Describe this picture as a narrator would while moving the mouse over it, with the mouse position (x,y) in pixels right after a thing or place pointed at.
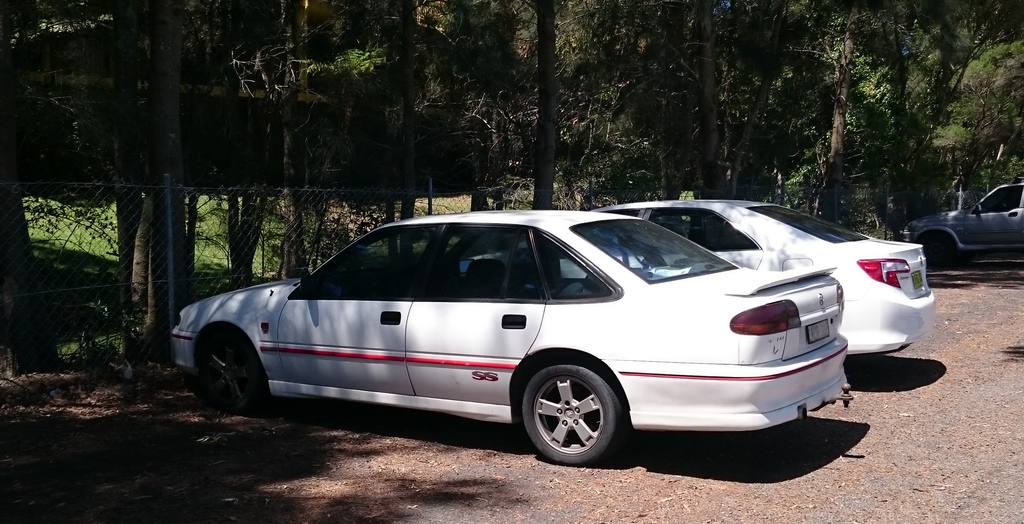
In this image, we can see cars (590,352) on the road (392,431) and in the background (458,130), there are trees (588,117) and we can see a mesh (213,216).
